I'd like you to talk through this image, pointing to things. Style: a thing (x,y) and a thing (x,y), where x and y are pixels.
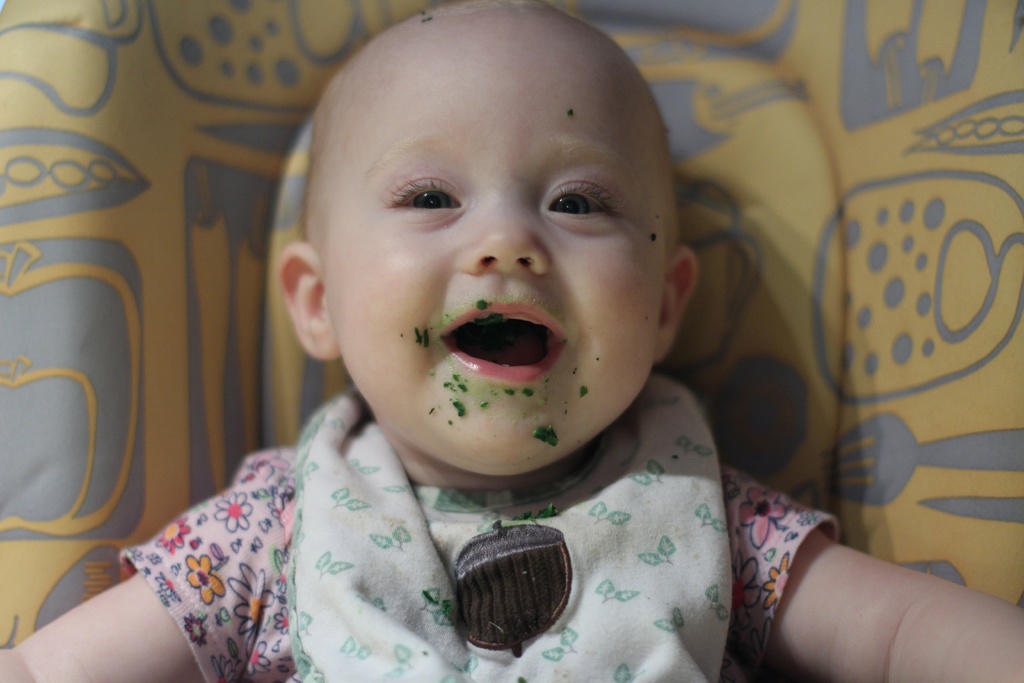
In this picture we can see a baby (372,380). The baby (507,392) is smiling. In the background (703,67) there is a yellow color object (811,149) looking like a bed (227,212).
